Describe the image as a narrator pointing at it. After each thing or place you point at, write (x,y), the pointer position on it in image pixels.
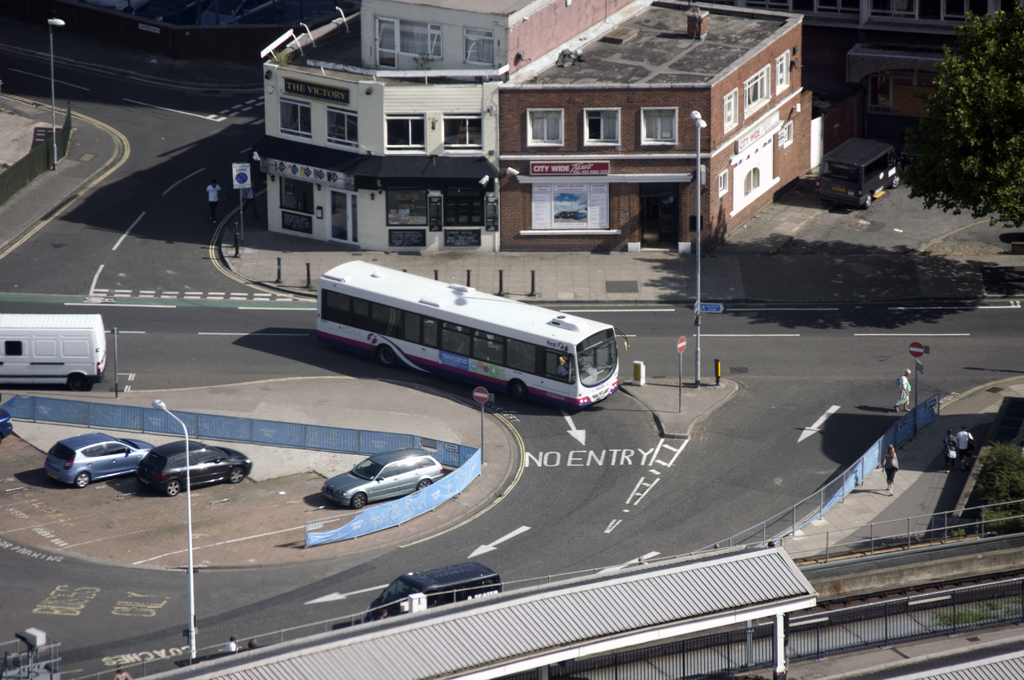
At the bottom (736,596) we can see fences (707,660), poles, roof (416,679), plants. There are vehicles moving on the road (174,238) and we can see light poles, sign board poles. There are three cars (210,474) on the ground (152,554) at the fence (223,427). In the background (416,130) there are buildings (536,28), windows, glass doors (334,234), a person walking on the road (64,66) on the left side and there are few persons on the right side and we can also see vehicles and a tree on the right side (847,174).
